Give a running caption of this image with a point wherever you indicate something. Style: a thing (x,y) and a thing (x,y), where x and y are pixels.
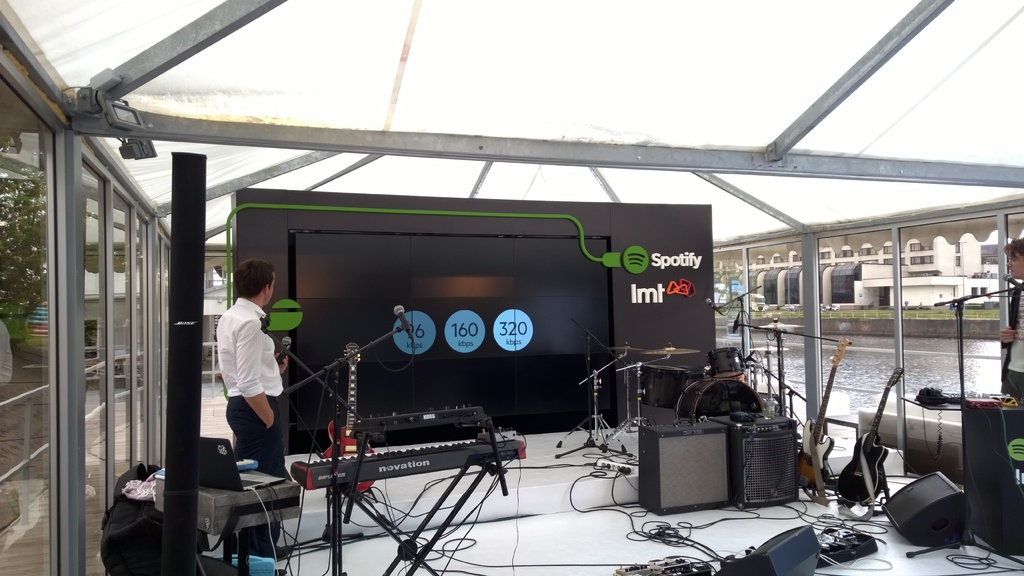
In this image we can see some persons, musical instruments (724,398), screen (506,312), glass objects (994,266) and other objects (332,227). In the background of the image (770,315) we can see water (950,342), buildings (966,270) and other objects (699,263). On the left side of the image (11,413) there is a glass frame (126,349). At the top of the image (381,26) there are objects (494,66).
